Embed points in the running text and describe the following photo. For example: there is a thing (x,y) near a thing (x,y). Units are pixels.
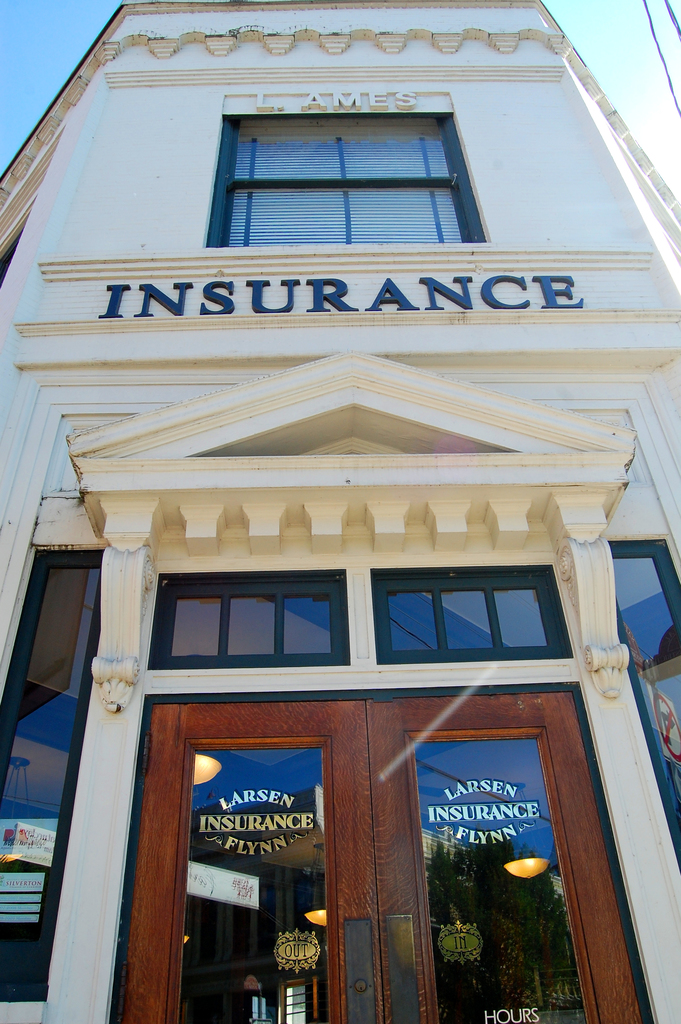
In this image I see a building (199,275) and I see the doors (358,851) over here on which there are words (291,821) written and through the glasses (436,902) I see the lights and I see 2 words (320,278) written on this building (239,108). In the background (35,41) I see the blue sky (10,43).
